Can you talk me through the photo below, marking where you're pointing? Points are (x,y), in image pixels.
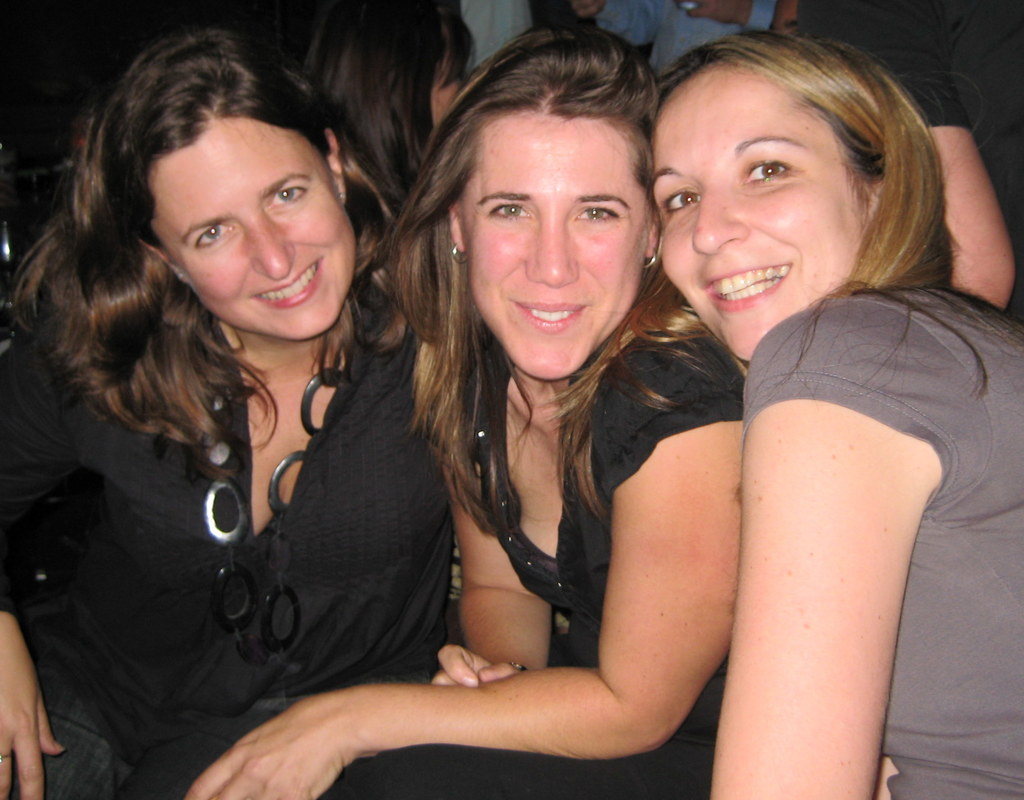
In the picture we can see three women (920,390) are sitting together and smiling, two women (624,111) are wearing black dresses (10,410) and one woman (939,630) is wearing gray color dress (967,713).
